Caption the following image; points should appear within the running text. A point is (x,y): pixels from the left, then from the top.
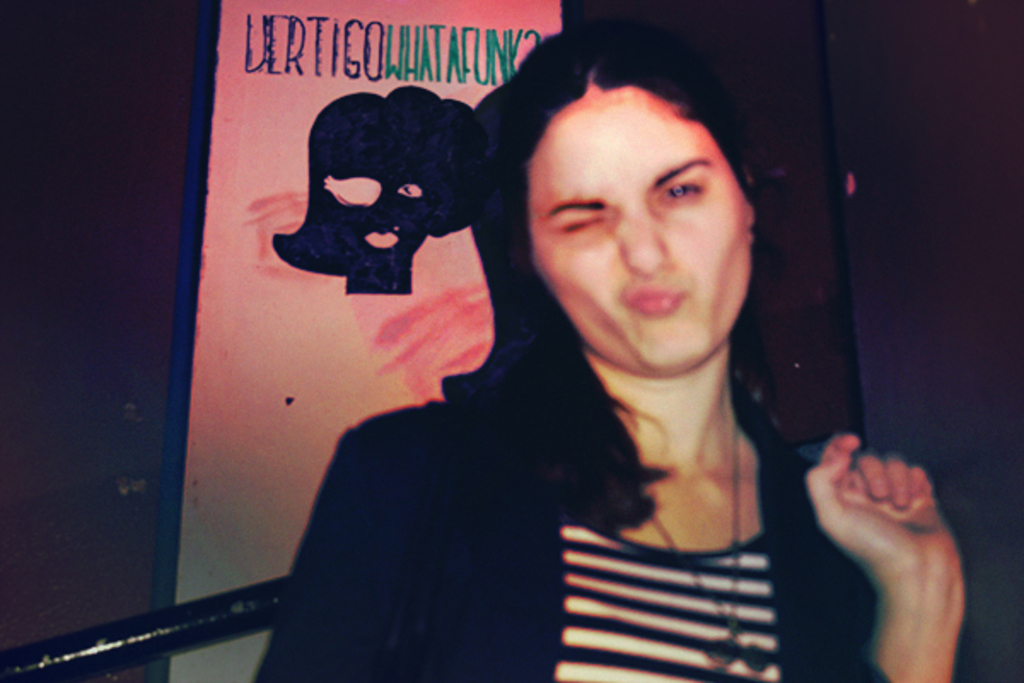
In this picture I can see a woman (524,288), and in the background (301,329) there is a board (268,211) to the wall (89,331).
